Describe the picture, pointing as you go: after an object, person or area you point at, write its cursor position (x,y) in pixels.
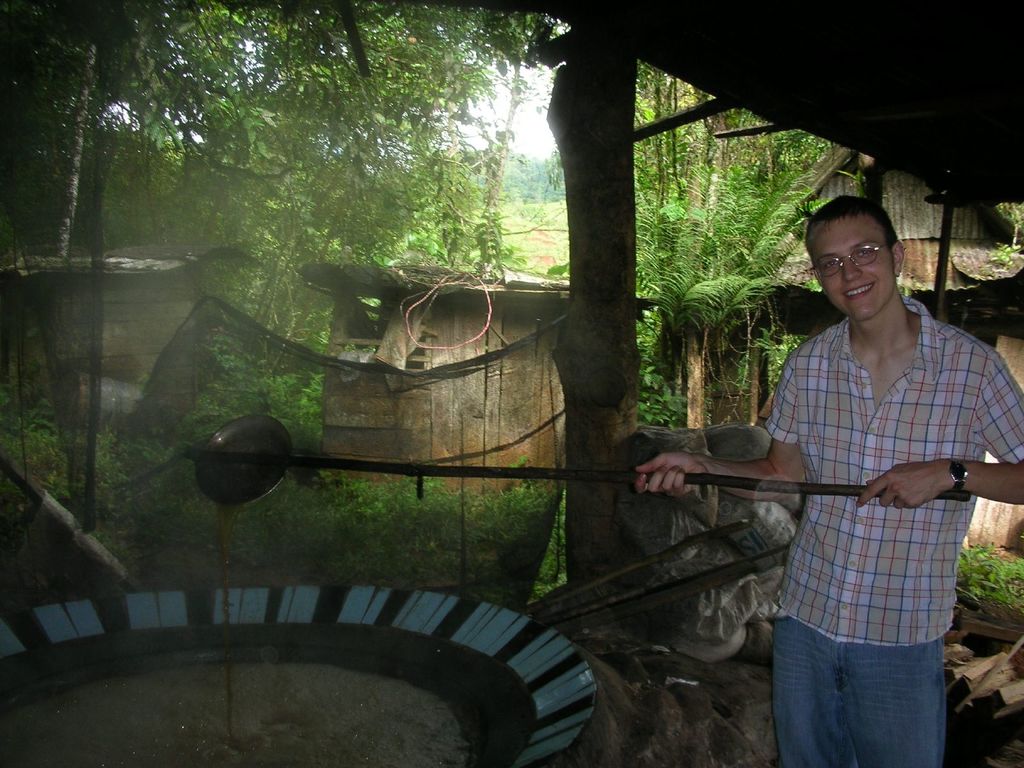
This picture is clicked outside. On the right (844,334) there is a person (827,407) wearing shirt (852,447), holding some object (493,471), standing and seems to be cooking. On the left (276,615) we can see a utensil (19,705) containing some food item (311,673). In the background (491,181) we can see the tent (805,88), sheds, trees (435,230), grass (264,351) and some other objects (969,629) and we can see the sky (538,127).
